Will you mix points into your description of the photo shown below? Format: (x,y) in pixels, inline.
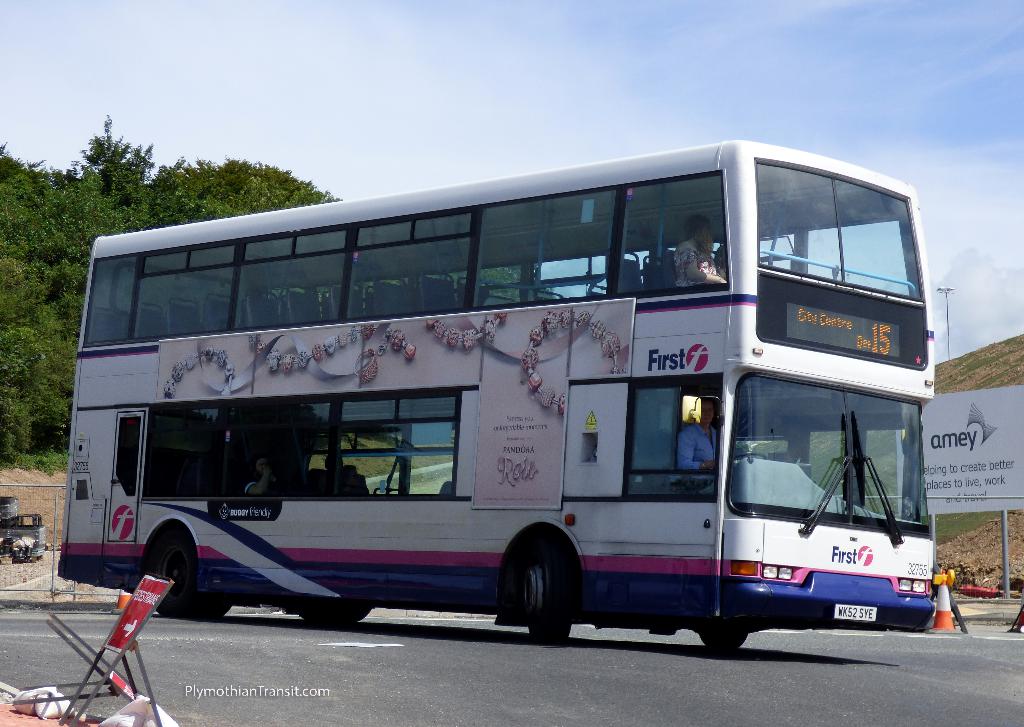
In this image there are a few people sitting in the bus (395,487), the bus (393,504) is on the road (297,646), on the left side of the image (130,650) there are some objects (120,618), at the bottom of the image (200,691) there is some text (241,687), on the right side of the image (949,589) there are some objects (964,593) on the road (100,626) and there is a display board (949,482) with some text (963,433), beside the bus (608,285) there is a lamp post (948,338) and trees (152,210), at the top of the image (888,91) there are clouds (278,56) in the sky (683,100), behind the bus (103,509) there is a mesh fence (48,540) with some objects (25,528).
